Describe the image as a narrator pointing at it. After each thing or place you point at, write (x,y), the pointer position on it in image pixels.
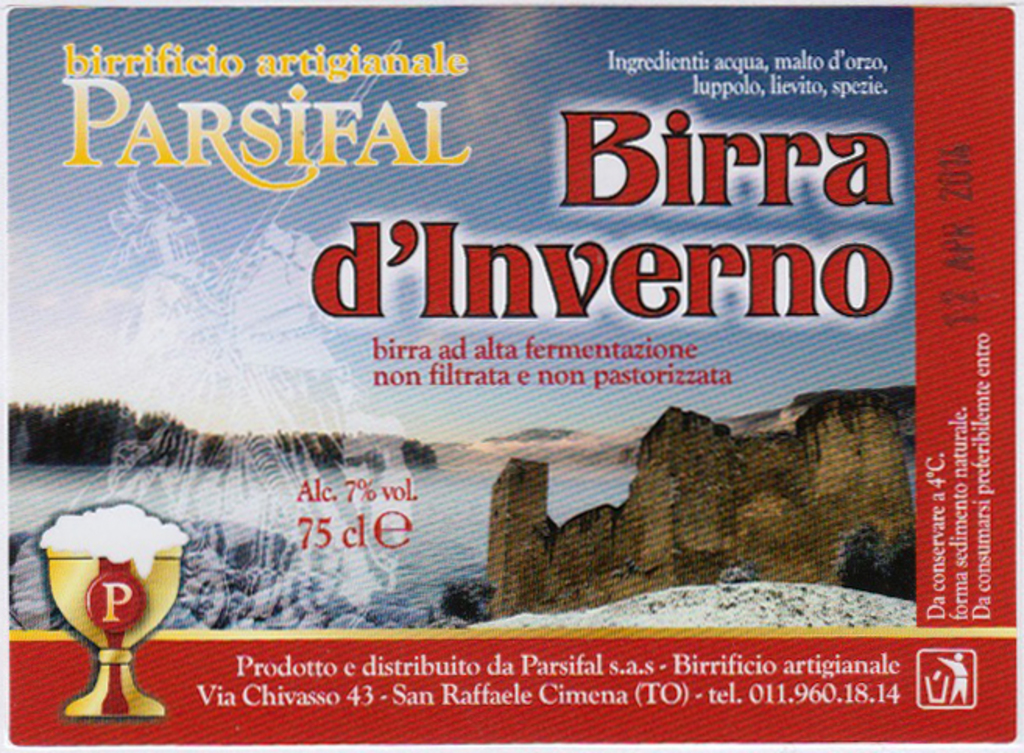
In this image we can see a poster (708,473). On poster (363,517) we can see few animated logos (121,682) and some text (593,693). There is a sky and many trees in the image. There is a sea (445,525) and few rocks (634,511) in the image.
